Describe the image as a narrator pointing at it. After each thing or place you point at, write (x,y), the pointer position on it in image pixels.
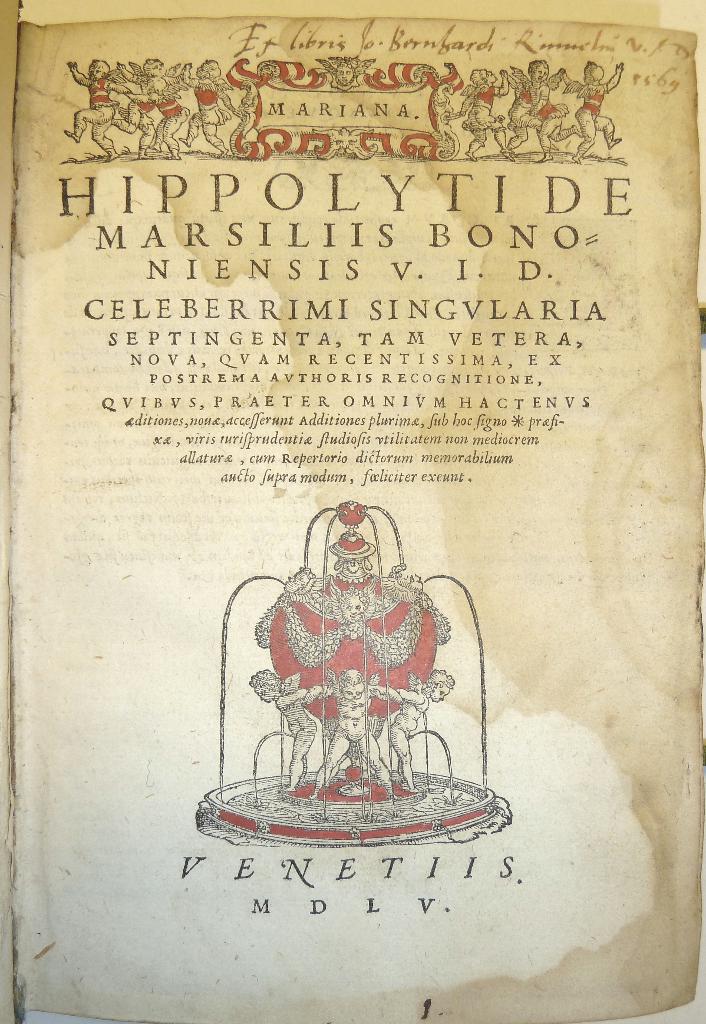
In this image there is a paper (561,308) having some painting (375,791) and text (361,240) which is written on it.
